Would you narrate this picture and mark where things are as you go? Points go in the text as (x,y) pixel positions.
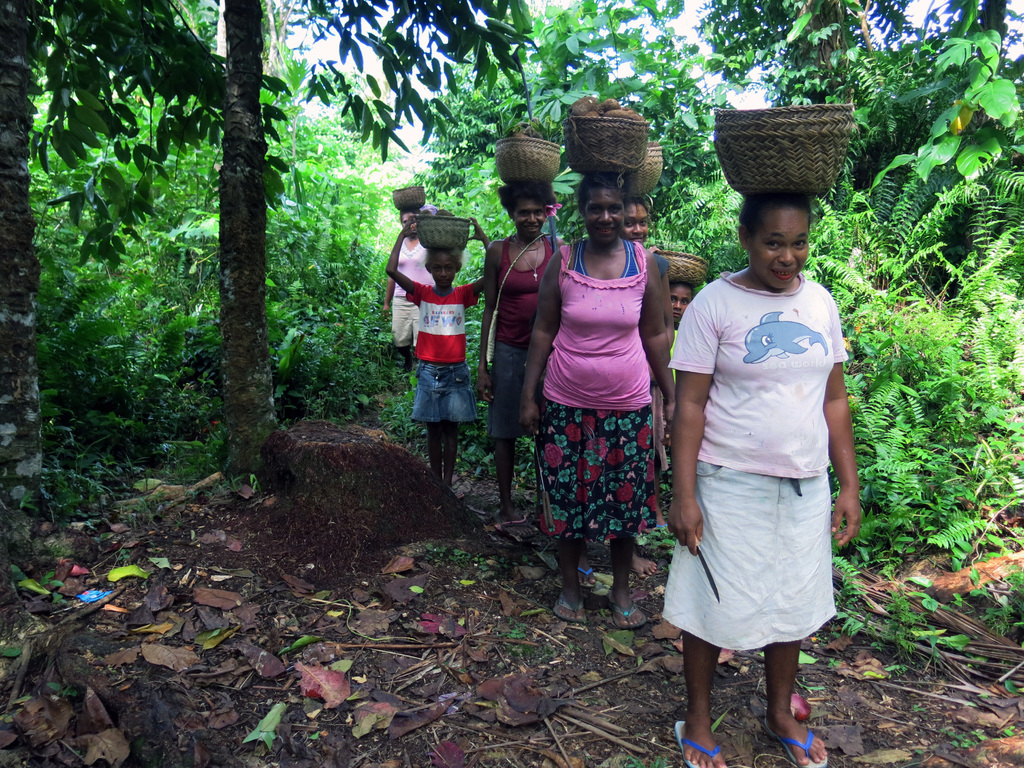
Here I can see few people (602,307) are carrying baskets (751,183) on their heads (627,205), standing, smiling and giving pose for the picture. It seems to be a forest (238,255). In the background (161,378) there are many plants (426,180) and trees (52,105). At the bottom (207,639) there are many sticks (430,645) and dry leaves (359,623) on the ground (476,608).
